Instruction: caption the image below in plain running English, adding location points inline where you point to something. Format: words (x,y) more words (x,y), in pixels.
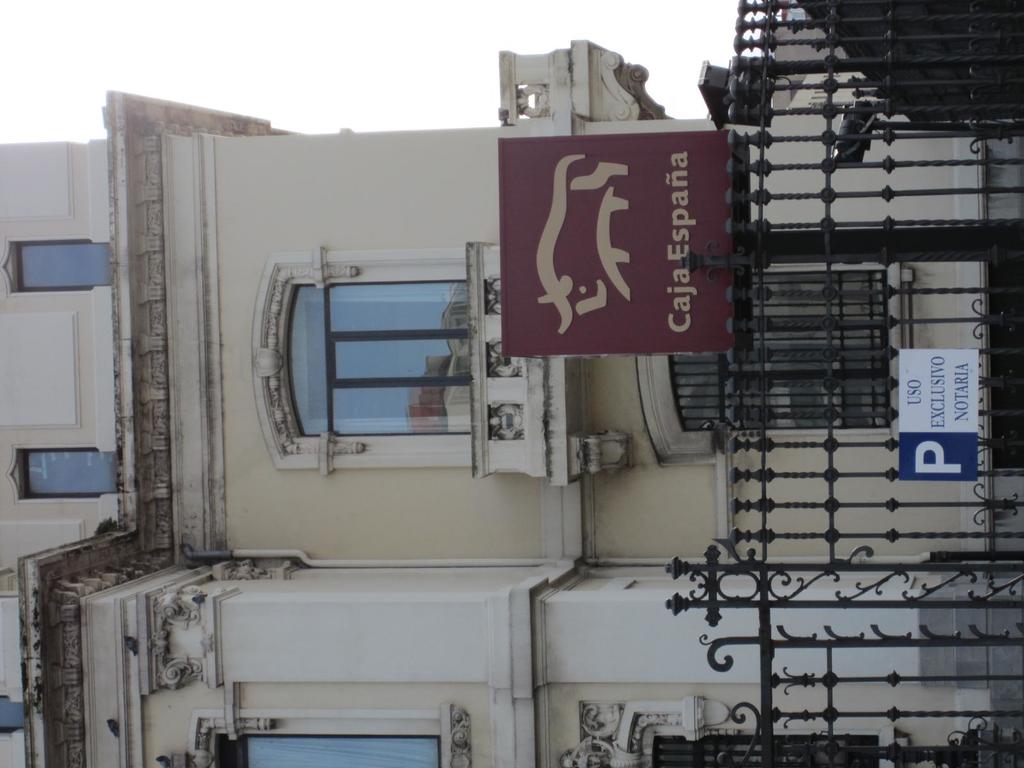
Here in this picture we can see a building (248,319) with windows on it present and in the front (628,266) we can see a railing (763,105) present and on that we can see a hoarding (693,346) and a board (949,405) present and we can see the sky (280,127) is clear.
